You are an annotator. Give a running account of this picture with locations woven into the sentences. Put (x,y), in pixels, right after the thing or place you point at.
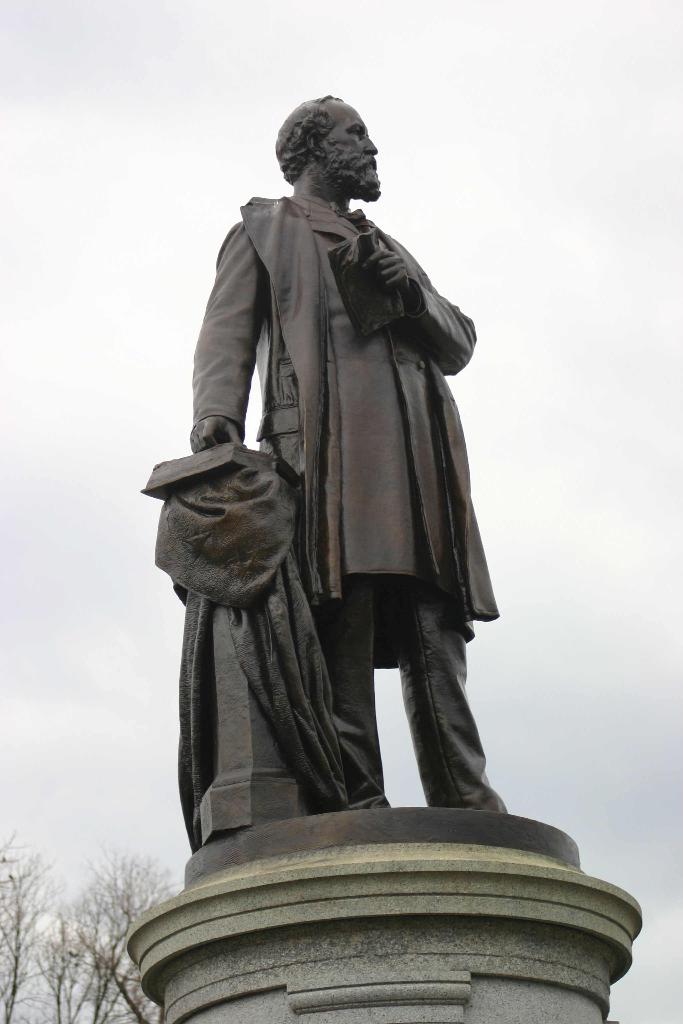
In this image there is a statue (337,631) of a person (366,358) holding a book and a cloth (289,729). Left bottom there are trees (40,901). Background (11,408) there is sky (181,456).
